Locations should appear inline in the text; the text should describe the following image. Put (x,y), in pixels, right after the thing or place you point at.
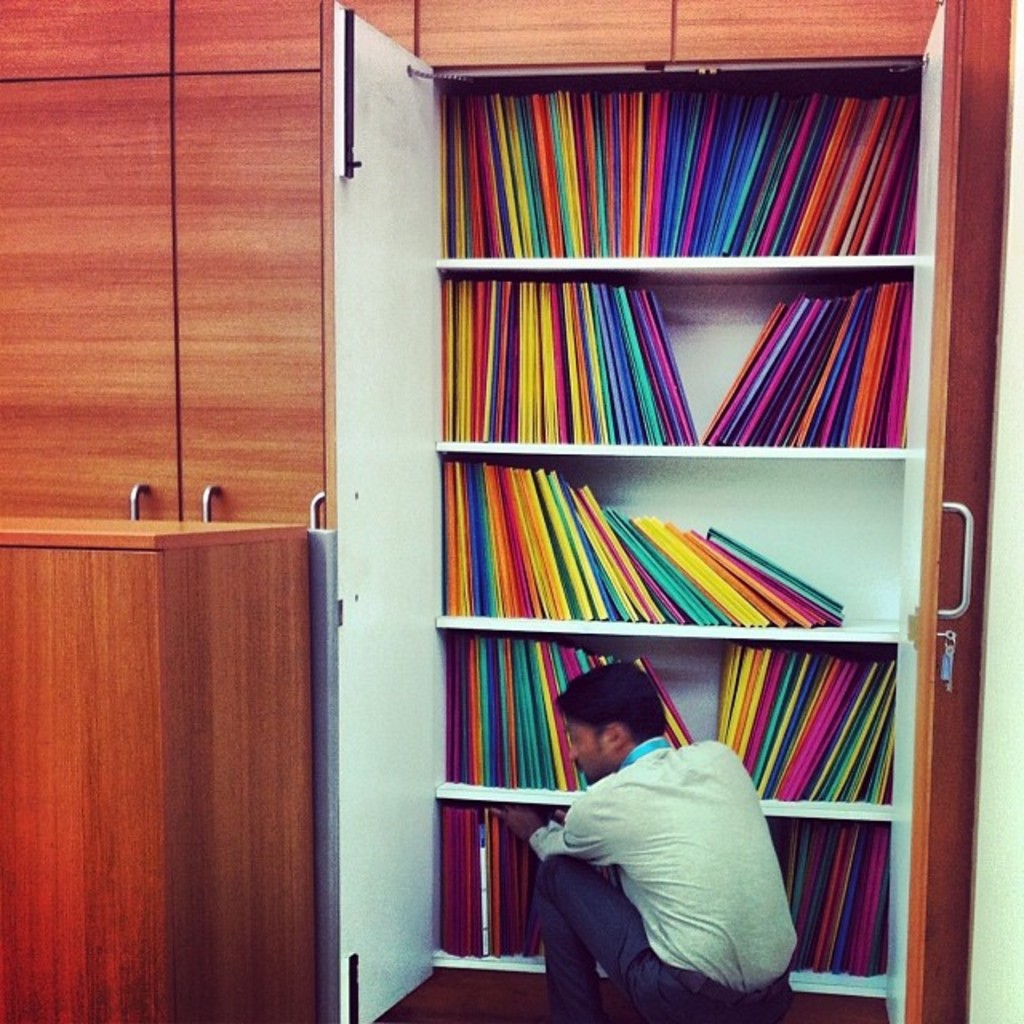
In this image I can see many colorful objects (673,410) in the cupboard (668,631). In-front of the cupboard (522,959) I can see the person (607,945) with the dress (586,932). To the left (151,716) I can see the brown color object (92,700).
